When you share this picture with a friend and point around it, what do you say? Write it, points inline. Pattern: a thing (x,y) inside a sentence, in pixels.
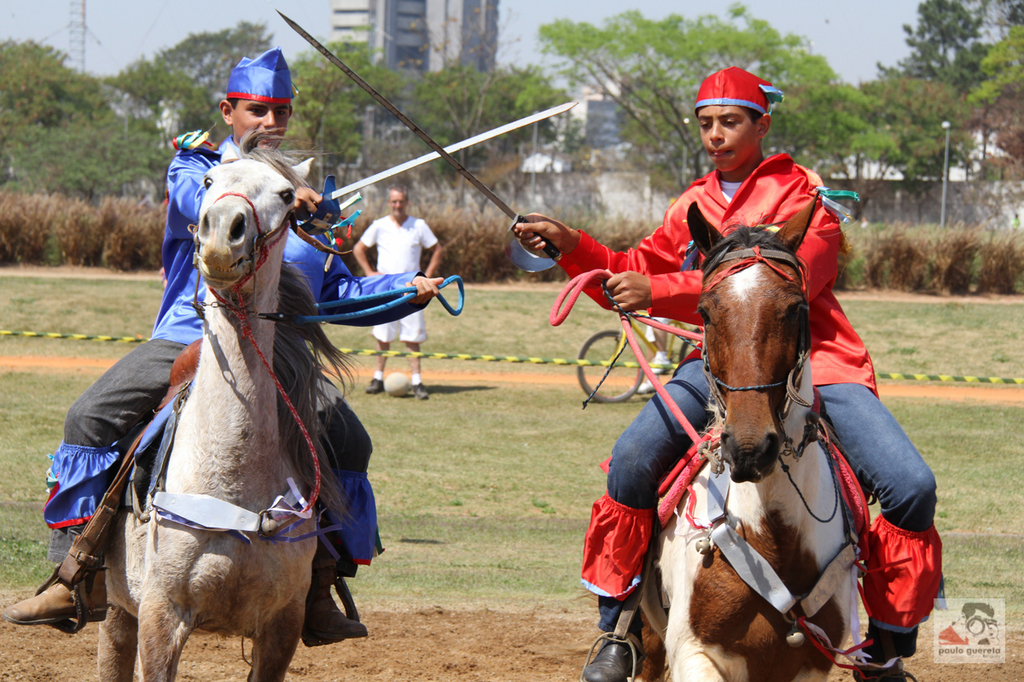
On the left side (193,147), there is a boy (247,77) in a violet color shirt (217,158), riding a white color horse (241,561), holding a thread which is connected to the horse (264,412), holding a sword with the other hand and placed it on another sword (470,178) which is held by another boy (821,224) who is in a red color shirt (779,173) and riding another horse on the ground (388,483). In the background (380,228), there is a person (392,233) in a white color dress (404,228), standing on the grass (412,403) on the ground (391,437), there is another person (655,356) on a bicycle (610,398), there are trees (17,59), buildings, plants (927,228), a tower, a wall (967,195) and there are clouds (624,12) in the sky (192,5).
